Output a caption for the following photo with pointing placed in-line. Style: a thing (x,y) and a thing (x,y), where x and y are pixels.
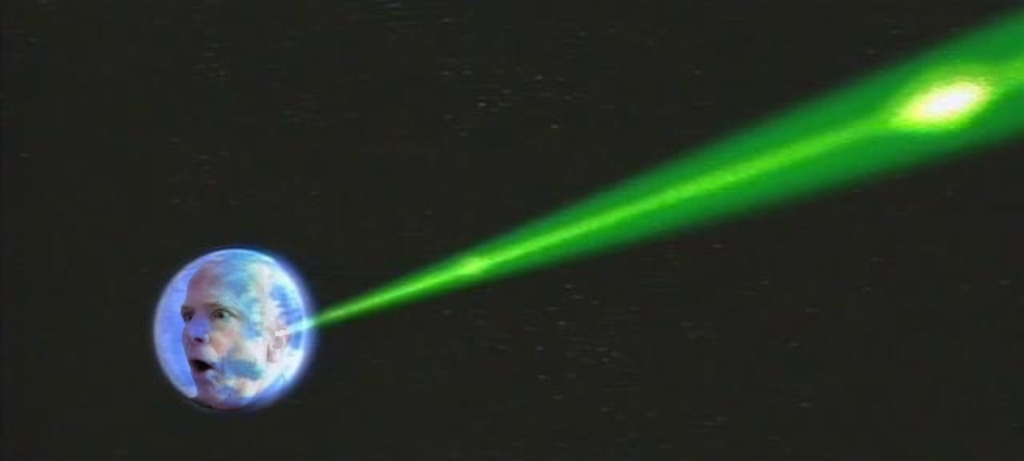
This is an edited image. We can see a person (199,319) in an object (283,333). We can also see some light (339,314) and the background (489,437).
